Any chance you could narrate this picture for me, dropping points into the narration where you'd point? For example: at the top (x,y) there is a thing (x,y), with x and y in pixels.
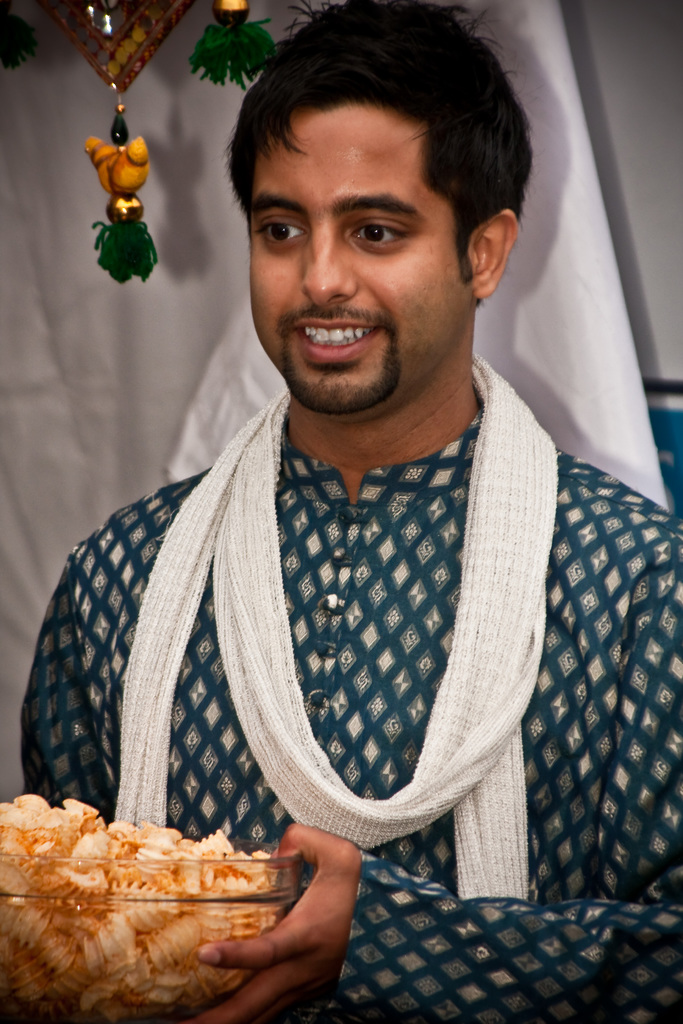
In this image, we can see a person (423,719) is holding a bowl (124,959) with some food (94,888) and smiling. Background (606,395) there is a cloth (603,405). Left side (118,41) top of the image (129,48), we can see hangings (17,56).
